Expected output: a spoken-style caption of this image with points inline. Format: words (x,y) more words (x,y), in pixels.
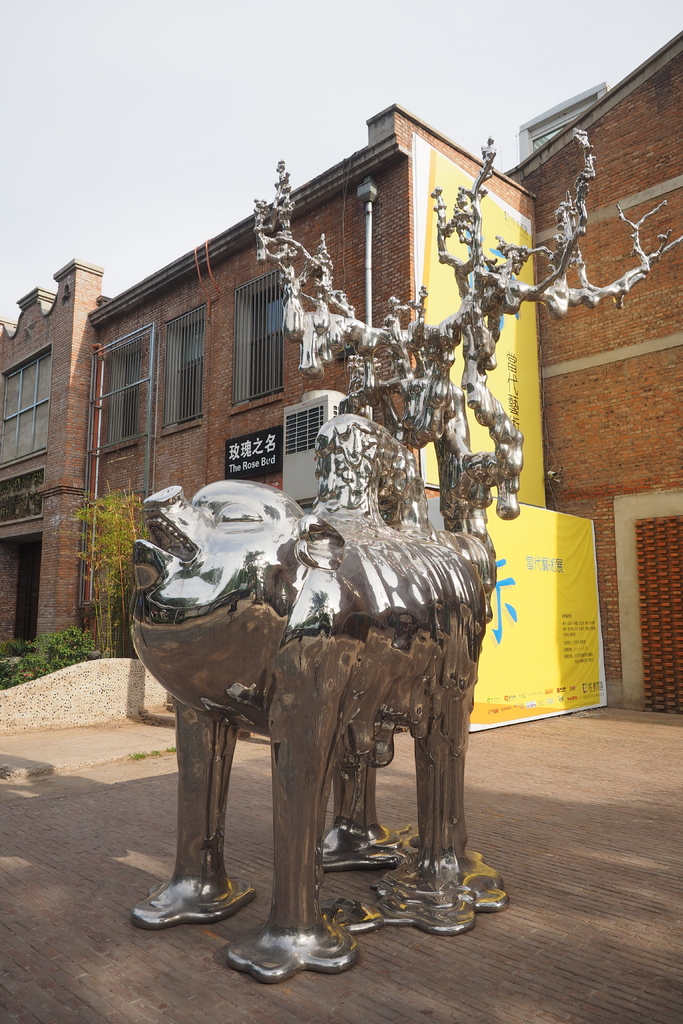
In this image I can see a building (547,173) outside view and There is a statue (237,657) visible in front of a building (138,447) and there is a sky (93,114) visible and there are some plants (96,509) visible on the left side (17,667), on the building (239,400) there is a hoarding board (252,437), on the hoarding board (267,437) there is some text (263,445) written on that.
